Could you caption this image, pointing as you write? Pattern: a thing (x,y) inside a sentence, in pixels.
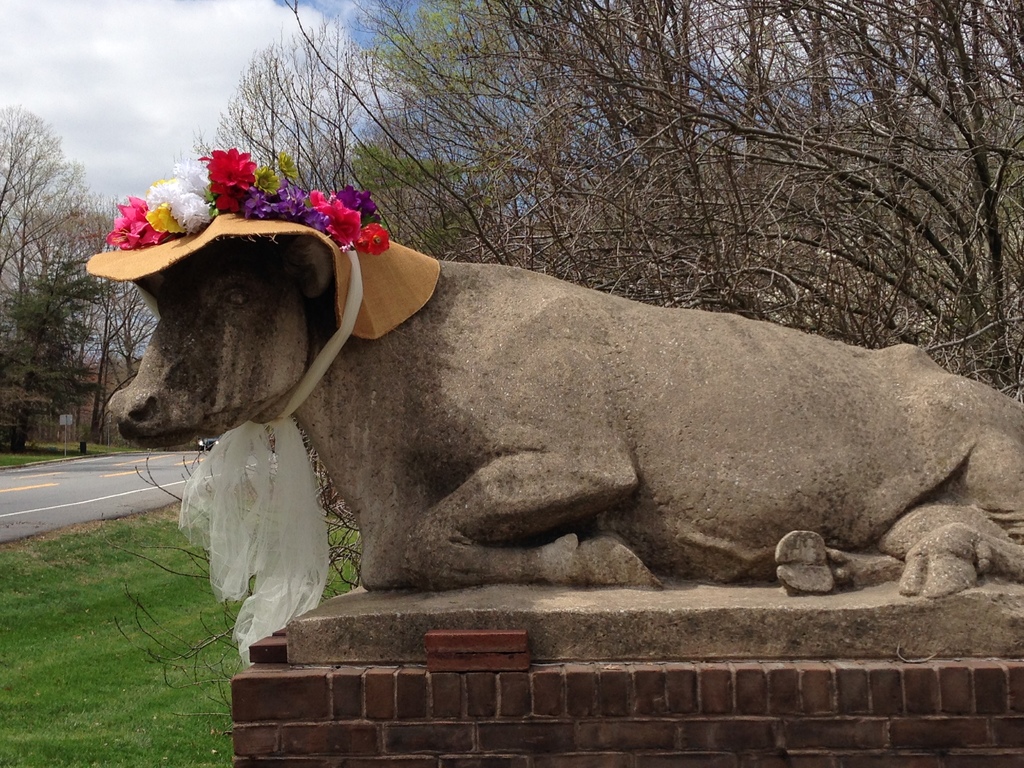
To the statue (389,568) there is a ribbon (284,462) and flowers (337,219). In the background of the image (773,198) there are trees (57,233), cloudy sky (231,6), road (71,481), board (66,418) and grass (160,576).
